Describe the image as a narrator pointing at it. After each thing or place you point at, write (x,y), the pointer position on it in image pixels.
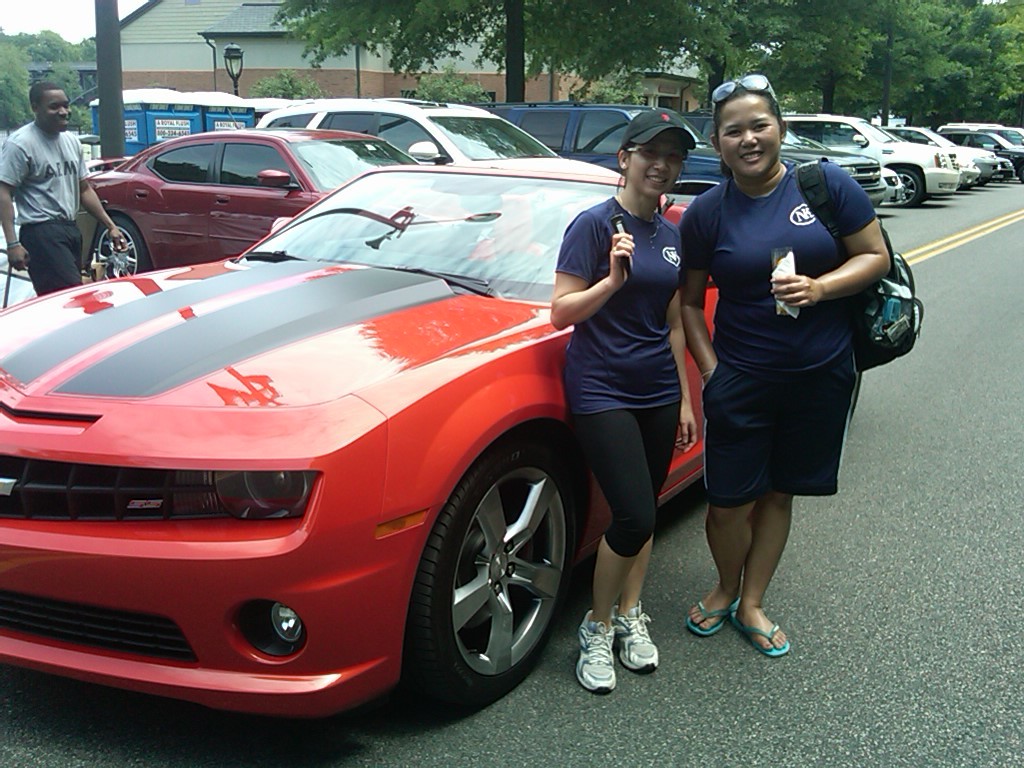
In the foreground of this image (802,450), there are women (653,510) standing on the road (675,740) in front of a red car (431,438). In the background (109,167), there is a man (74,235) walking, few cars (394,140) parked, trees (438,50), buildings (361,49), sky (89,13) and a sheds (153,120) like an object (152,115).
